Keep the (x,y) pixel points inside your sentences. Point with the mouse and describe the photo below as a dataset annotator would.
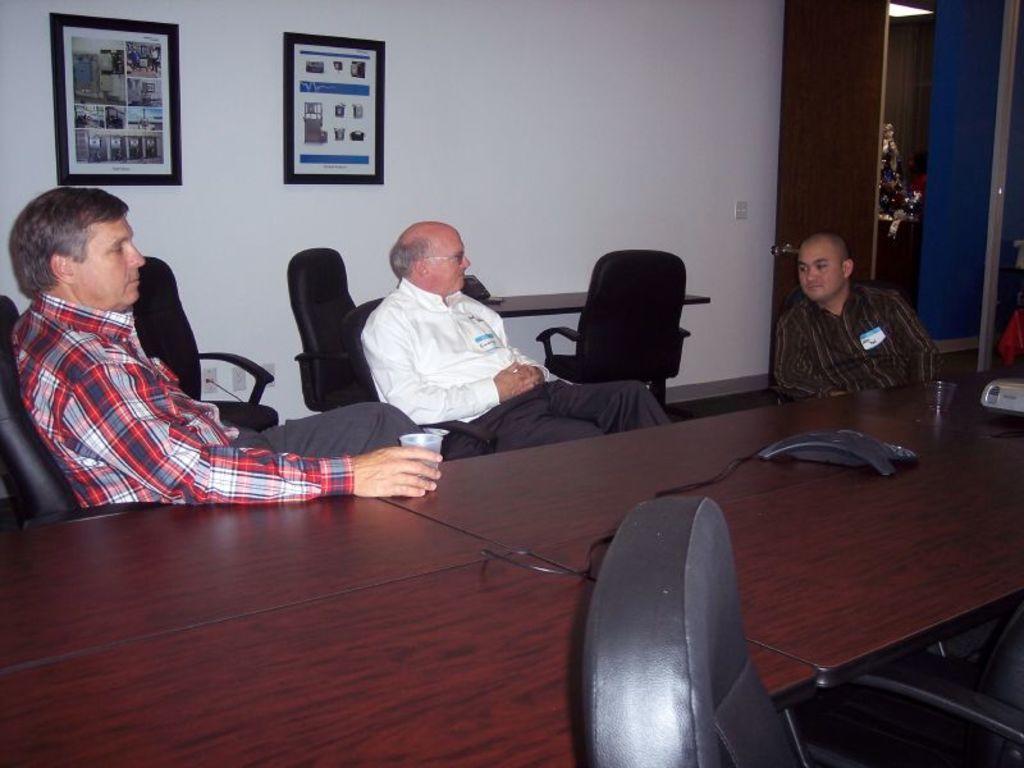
In the image we can see there are three people (842,336) who are sitting on chair (7,443) and in front of them there is a table (958,482) on which there is a glass (950,381) and at the back (400,208) on the wall (206,77) there are two photo frames (62,106).
